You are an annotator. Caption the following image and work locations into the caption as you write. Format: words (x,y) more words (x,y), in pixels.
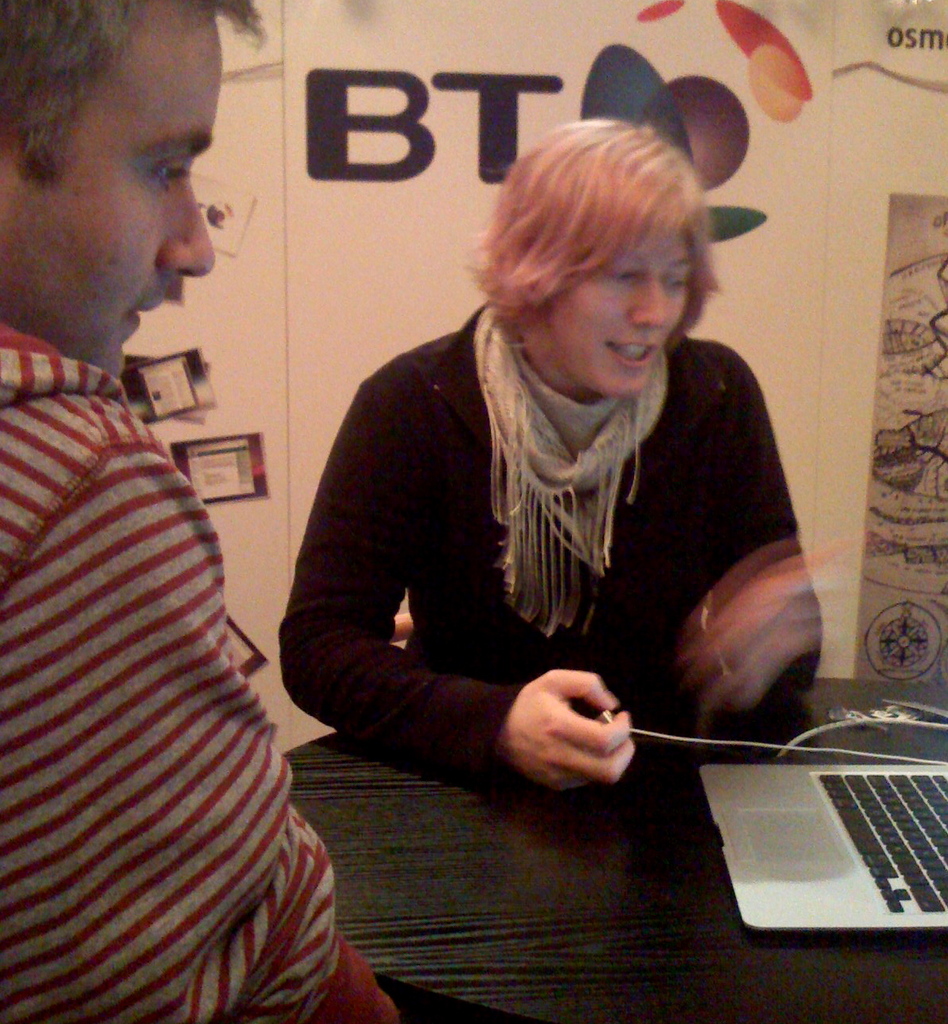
In this image there is a woman (534,541) and a man (277,790) sitting on chairs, in middle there is a table (686,830) on that table (736,950) there is a laptop (841,799), in the background (442,104) there is a wall (364,245), on that wall (414,176) there is some text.
